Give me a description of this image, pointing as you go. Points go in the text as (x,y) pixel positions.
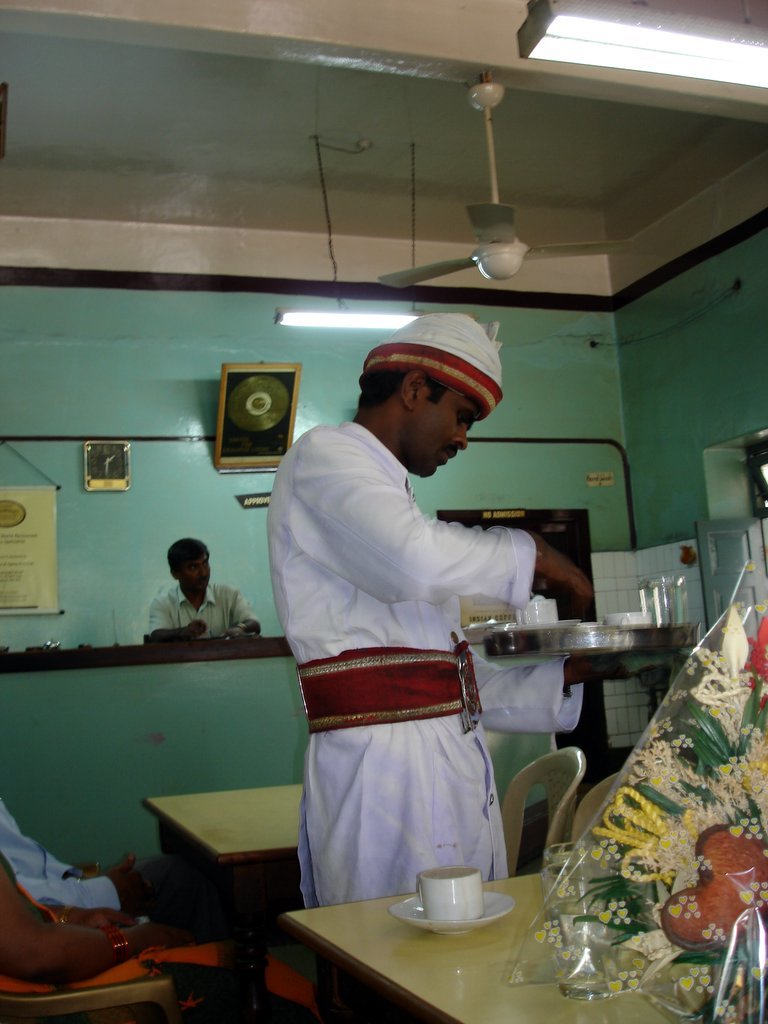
A man (402,544) wearing a turban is holding a plate (592,652) with glass (662,621) and bowls (540,614). On front of him there is a table (489,983). On the table (551,999) there is a flower bouquet (564,882), cup (477,902) and saucer (464,924). Also there are chairs (564,788), table (248,812). In the left side (95,920) two persons (95,920) are sitting on chair (79,1007). In the background (186,634) a person (170,614) is there. On the ceiling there is a fan (499,247), tube lights (634,36). Also in the background (319,309) there is a tube light (340,319), photo frame (253,409), clock (117,450), banner (41,535), pipes (74,437) and a door (533,528).
